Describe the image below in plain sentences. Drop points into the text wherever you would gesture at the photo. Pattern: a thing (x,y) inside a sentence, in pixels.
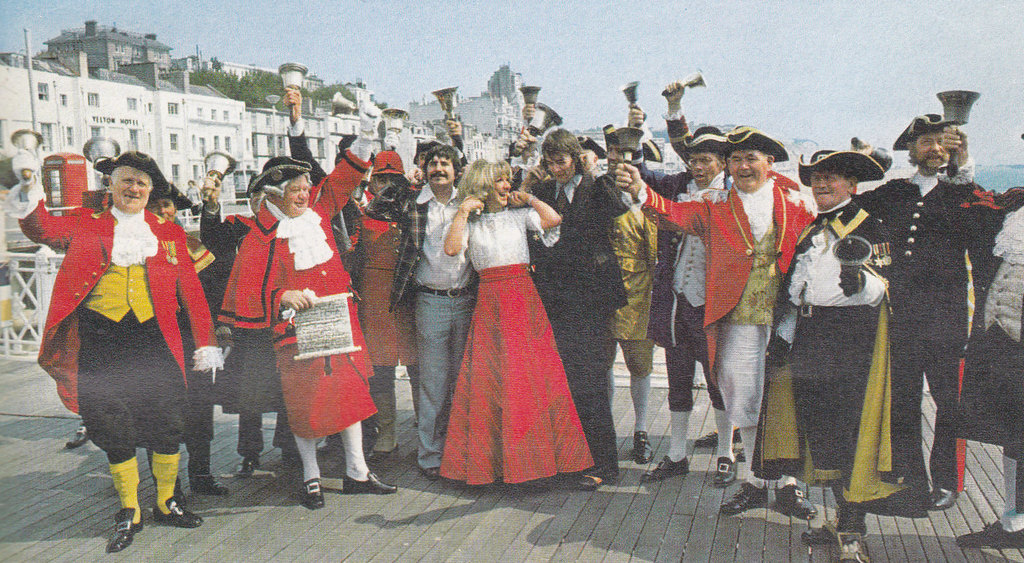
We see a group of people (403,244) in front of us and we see that they are very happy and few of them are holding bells (957,105) in their hands (27,174). We see a few buildings (193,113) in the background (253,105), which are painted with white color and the sky (605,53) is pretty clear.
